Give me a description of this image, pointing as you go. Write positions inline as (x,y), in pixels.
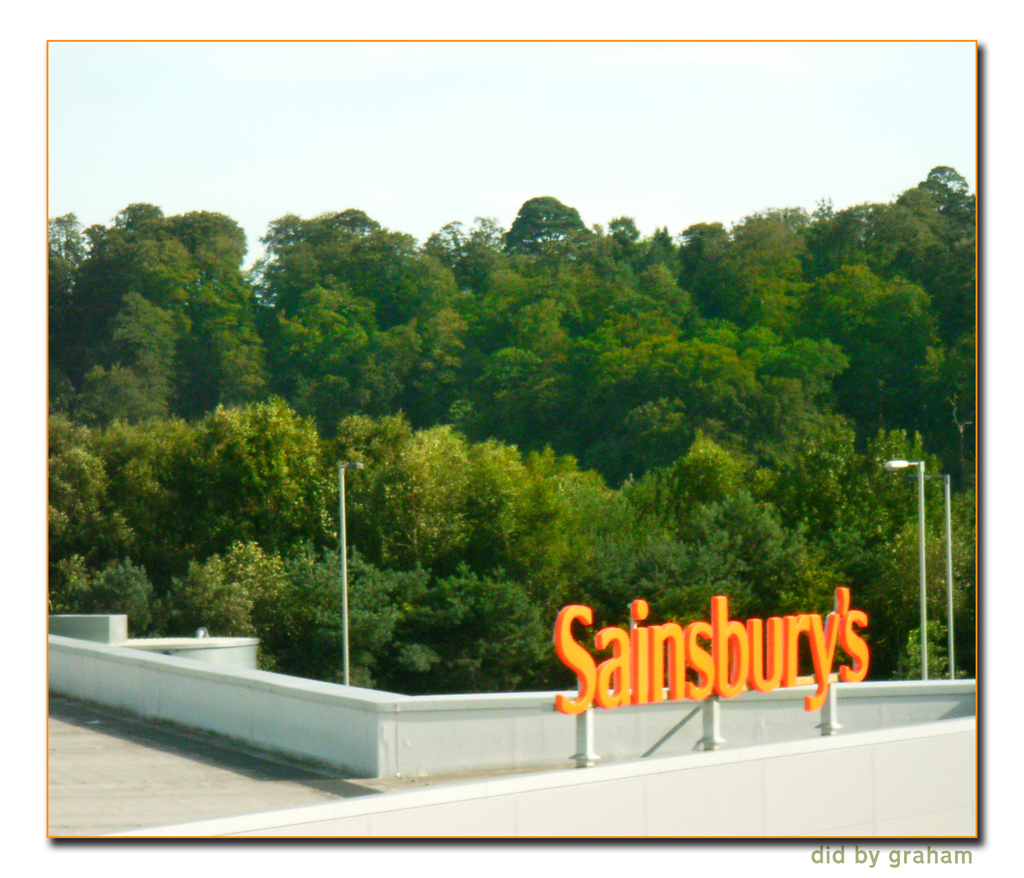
In this picture we can see a place (624,714) surrounded by green trees (829,528).
